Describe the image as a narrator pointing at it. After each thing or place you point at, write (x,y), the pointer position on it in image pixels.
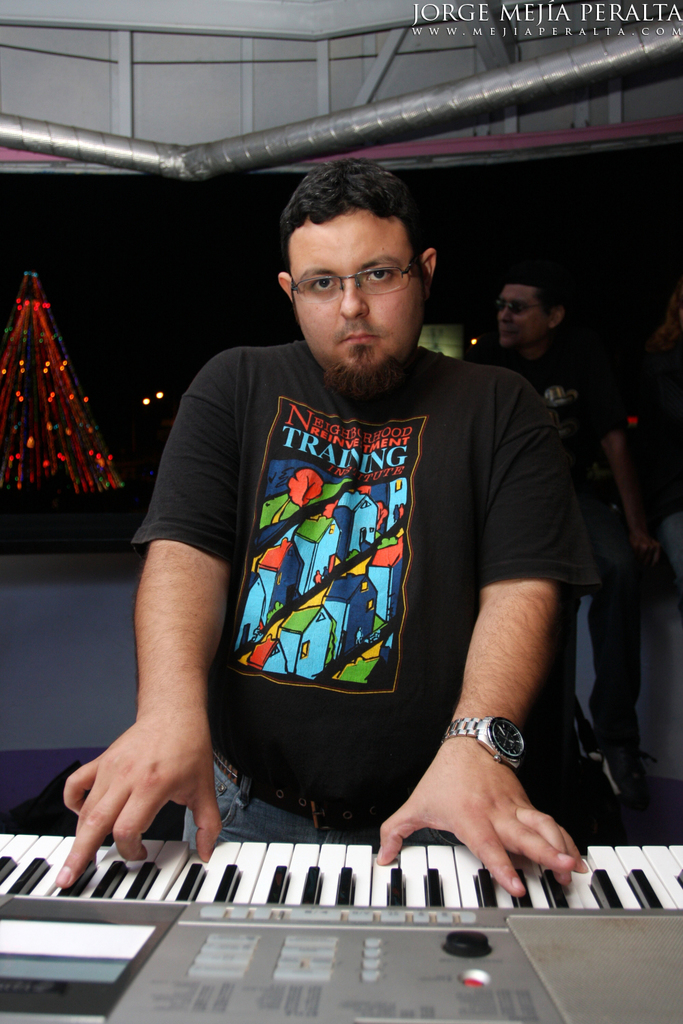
In this picture we can see a man (349,794) who is playing piano (356,871). He wear a watch (524,739) and he has spectacles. On the background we can see a one more person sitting on the ledge (661,812). And these are the lights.
